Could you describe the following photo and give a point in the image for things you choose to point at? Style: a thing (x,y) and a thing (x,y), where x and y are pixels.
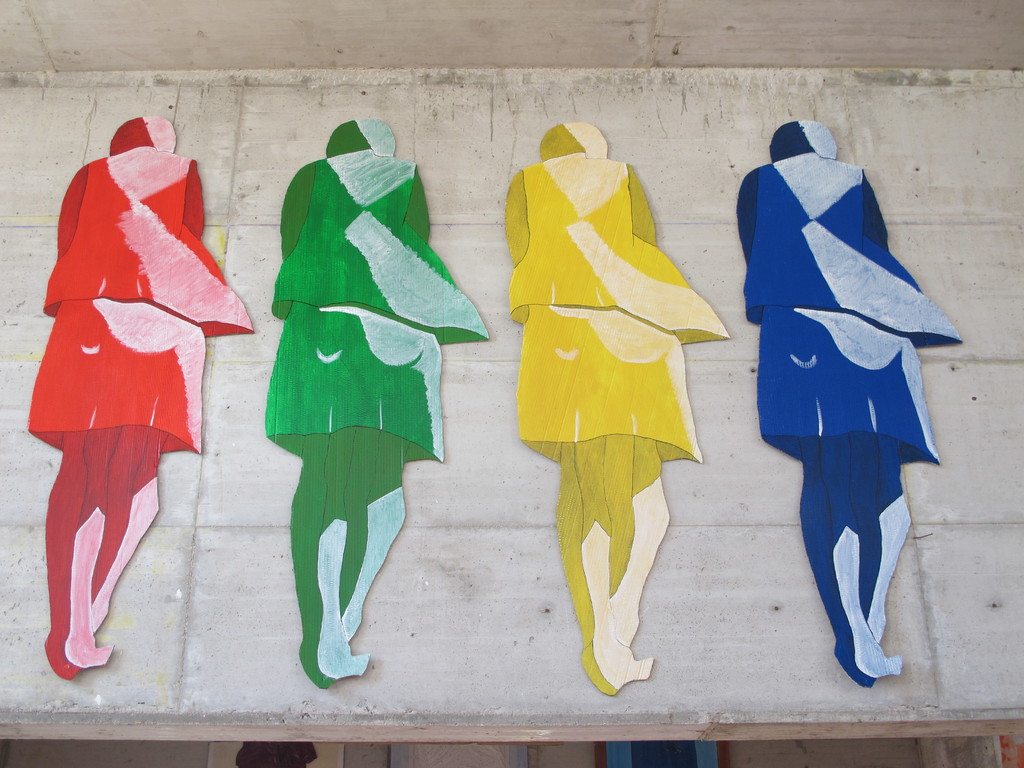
In the center of the image (511,370) there is a wall (471,188) and roof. On the wall (731,188), we can see some different color paintings (402,387), which looks like human painting (815,463). At the bottom of the image (272,746), we can see posters (442,762) and a few other objects (642,762).
